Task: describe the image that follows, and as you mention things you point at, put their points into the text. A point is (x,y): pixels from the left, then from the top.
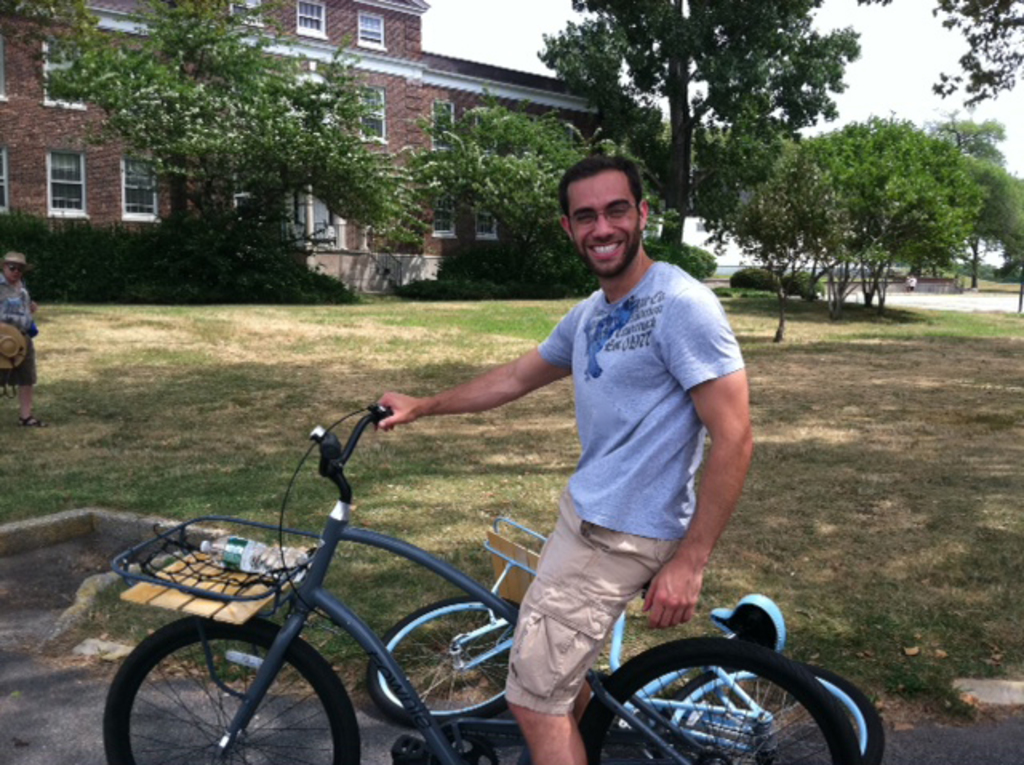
It looks like a lawn (415,341) outside the house (9,164) there is a huge garden (796,366) and lot of trees (788,258) in the image, beside the garden (218,427) there is a cycle (634,720) and a man (588,534) is sitting on a cycle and he is laughing there is another cycle (510,554) which fell down beside him to the left side (21,323) there is a woman (29,347) walking in the garden (120,374).
